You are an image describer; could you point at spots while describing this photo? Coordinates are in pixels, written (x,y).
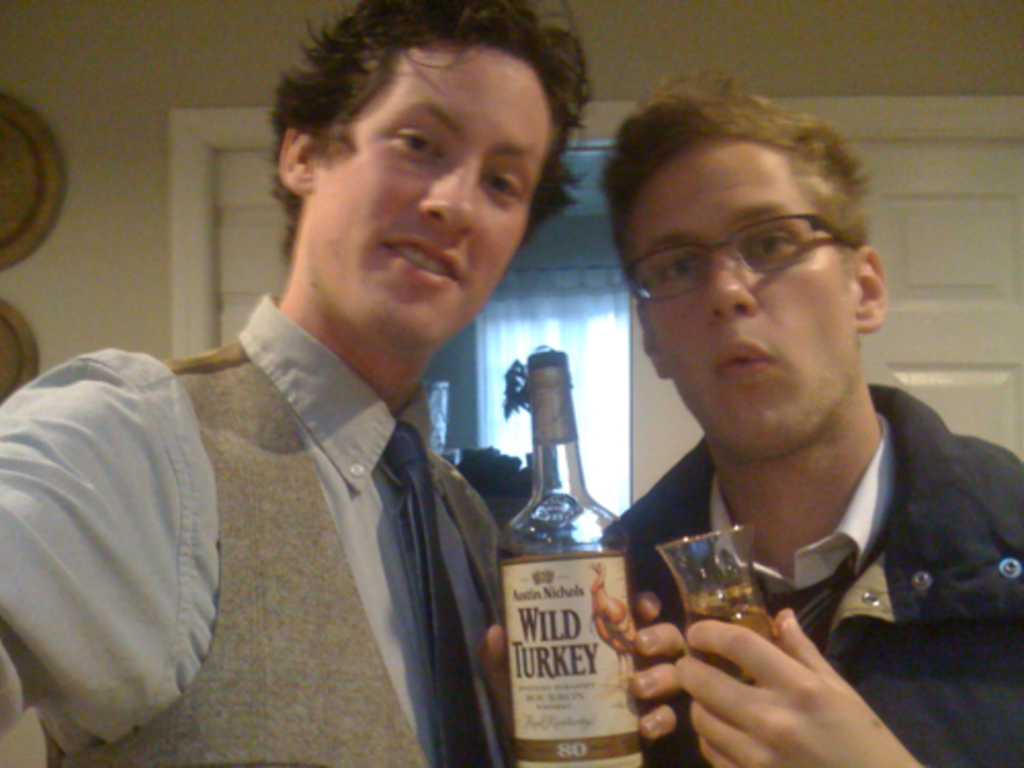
In this picture with two men (652,514) holding a whiskey bottle (592,580) and whiskey glass (692,566) and a door (971,312) in the background (968,194).
